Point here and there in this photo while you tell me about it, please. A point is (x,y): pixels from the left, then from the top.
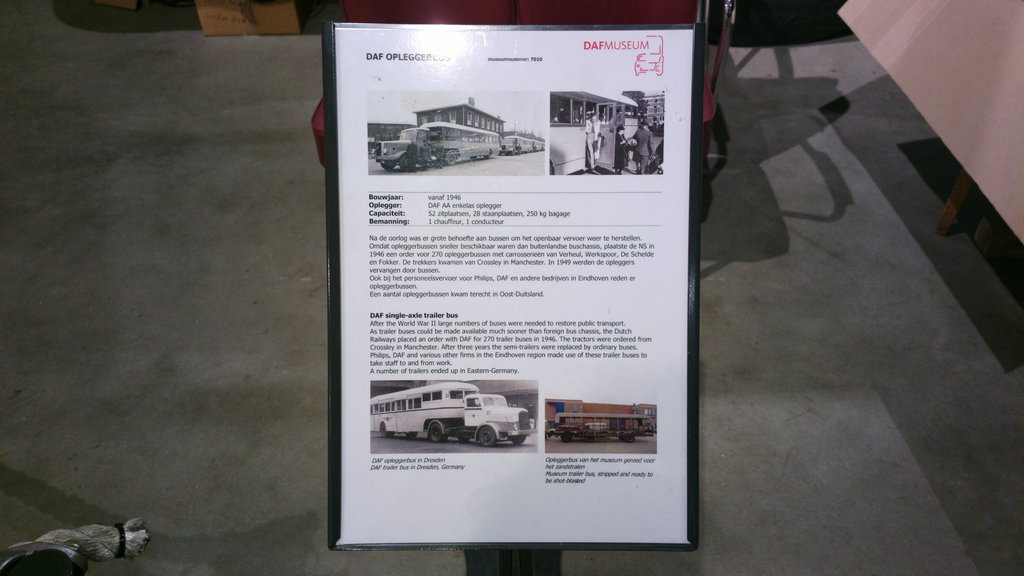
There is a poster (423,222) kept on a pad (339,413) there is some information (548,255) mentioned about the vehicles, behind the notice board (476,235) there is a shadow (795,90) of some object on the floor (867,333).
